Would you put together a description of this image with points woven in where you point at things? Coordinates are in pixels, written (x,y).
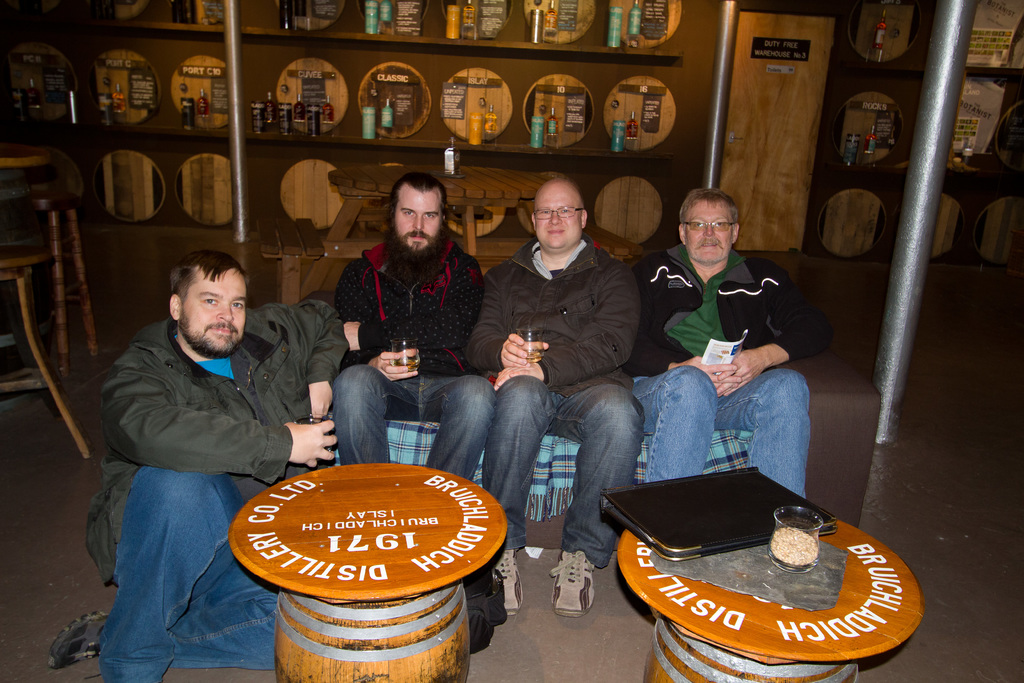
Three people (780,321) are sitting on the sofa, one person (194,509) is sitting on the floor (272,265) behind them there is a table (343,204) and number of shelves (605,157) where bottles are present in it and the door (774,155), in front of the people (681,443) there are two tables (392,626) on which a glass jar (777,557) and a file (699,543) is present, beside the person (164,401) there are chairs (56,271).
